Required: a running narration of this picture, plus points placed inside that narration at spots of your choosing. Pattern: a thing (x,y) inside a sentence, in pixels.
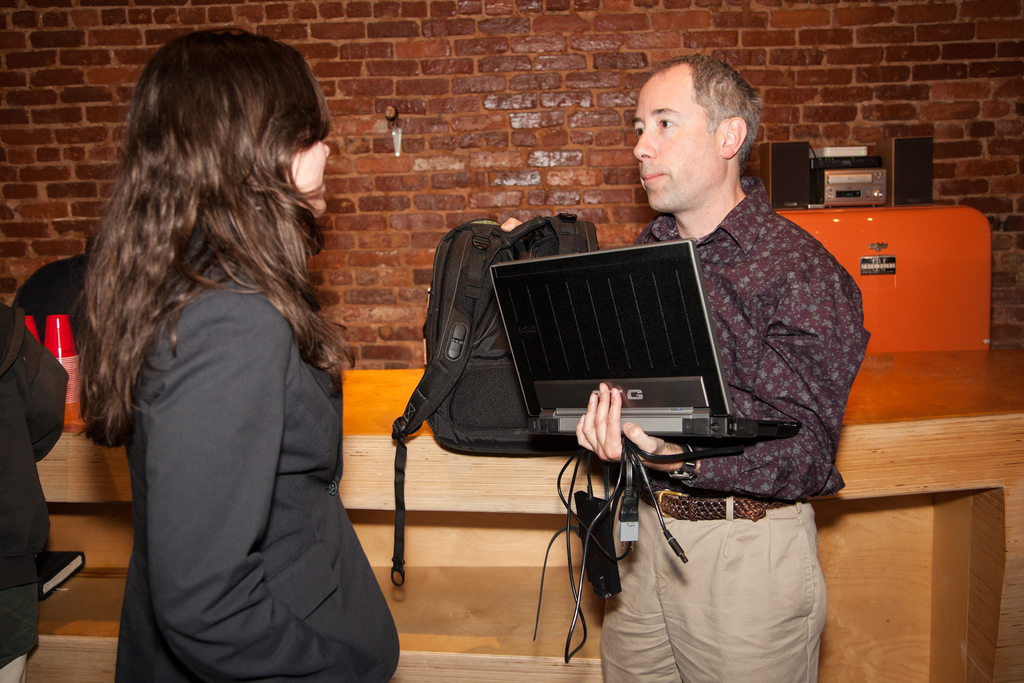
In this picture we can observe a woman (222,533) wearing black color coat (232,457). There is a man (695,590) wearing brown color shirt (742,244) and holding a laptop (561,418) in his hand (608,404). There is a bag (501,245) in the other hand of a man (711,272). We can observe a cream color desk (523,461). In the background (436,60) there is a brown color wall (436,110).
